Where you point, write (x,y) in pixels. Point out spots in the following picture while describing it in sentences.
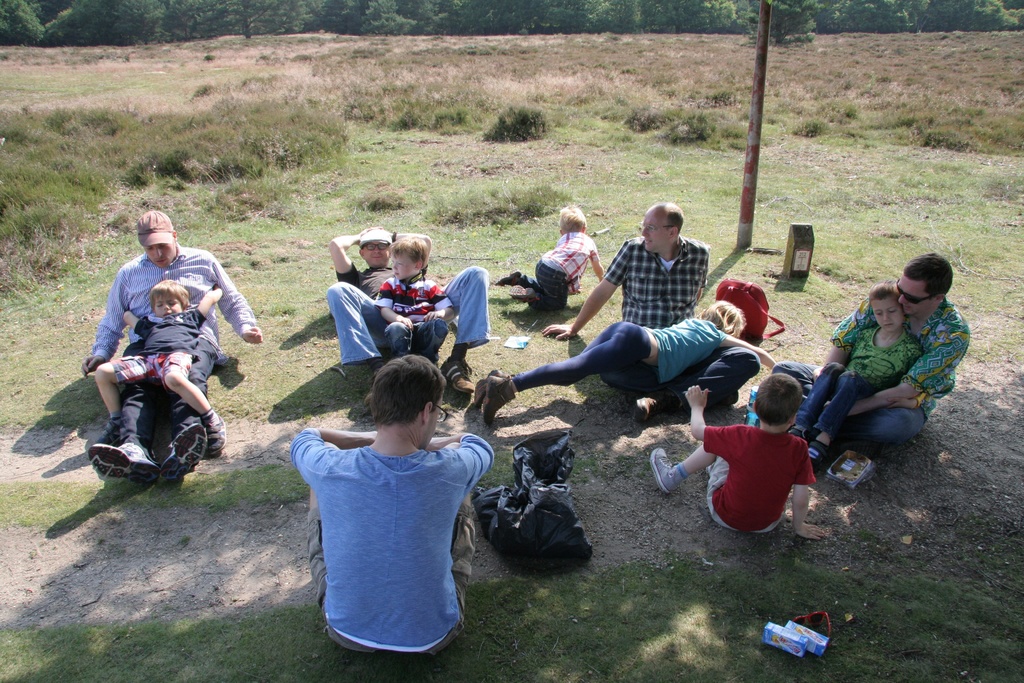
There are few people (426,267) sitting and few people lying on the ground (513,616). This looks like a pole (749,221). I can see the grass (483,175) and small bushes (285,141). In the background (90,26), I think these are the trees (745,9). These look like the bags (755,309).
